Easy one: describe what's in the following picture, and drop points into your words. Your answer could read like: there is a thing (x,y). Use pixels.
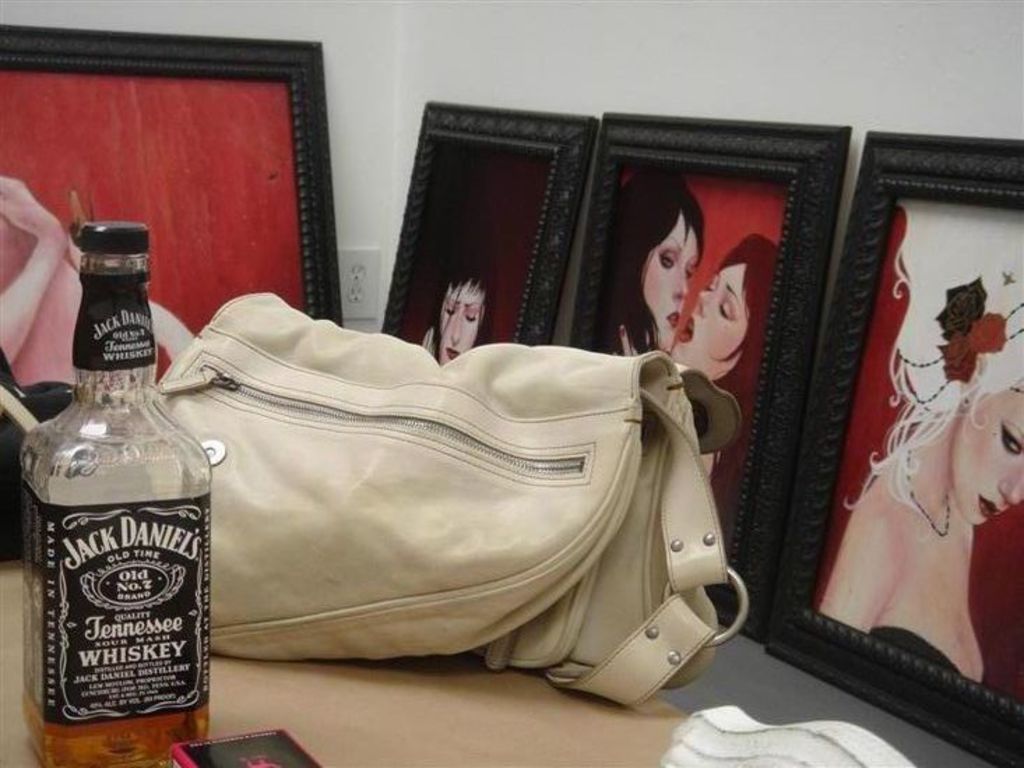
In this picture i could see some picture frames (223,137). In the picture frames (224,180) there are girls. These frames (452,277) are leaned to white wall (630,64). I could see a switch board (357,272) in the middle of the picture (356,295) and they could see a hand bag (384,482) which is white in color it is on the table top (454,704). Beside the bag (348,560) there is a whisky bottle (123,639) with the lid (121,248) on it and there is a book let (232,757) beside the bottle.
